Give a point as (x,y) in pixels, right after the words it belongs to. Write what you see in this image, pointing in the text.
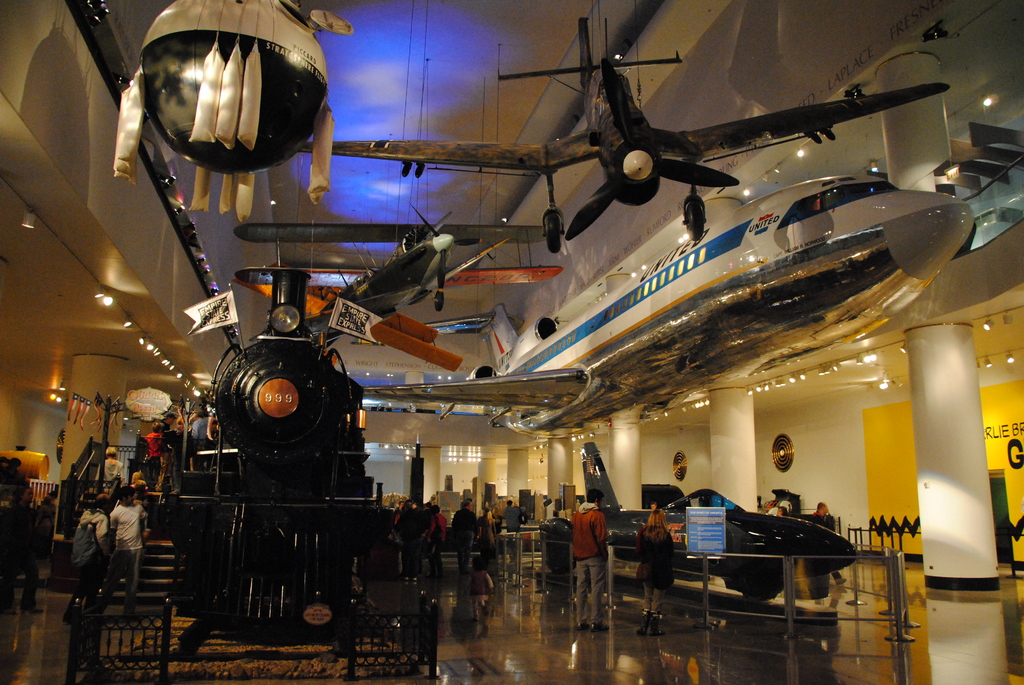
In this picture I can see there is a train engine (298,315) and there are few air planes (463,230) and few of them are attached to the ceiling (517,177) and there is an air plane (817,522) on here on the right (732,543). There are few stairs (154,597) at the train engine (172,520) and there are few people (137,520) standing here.
